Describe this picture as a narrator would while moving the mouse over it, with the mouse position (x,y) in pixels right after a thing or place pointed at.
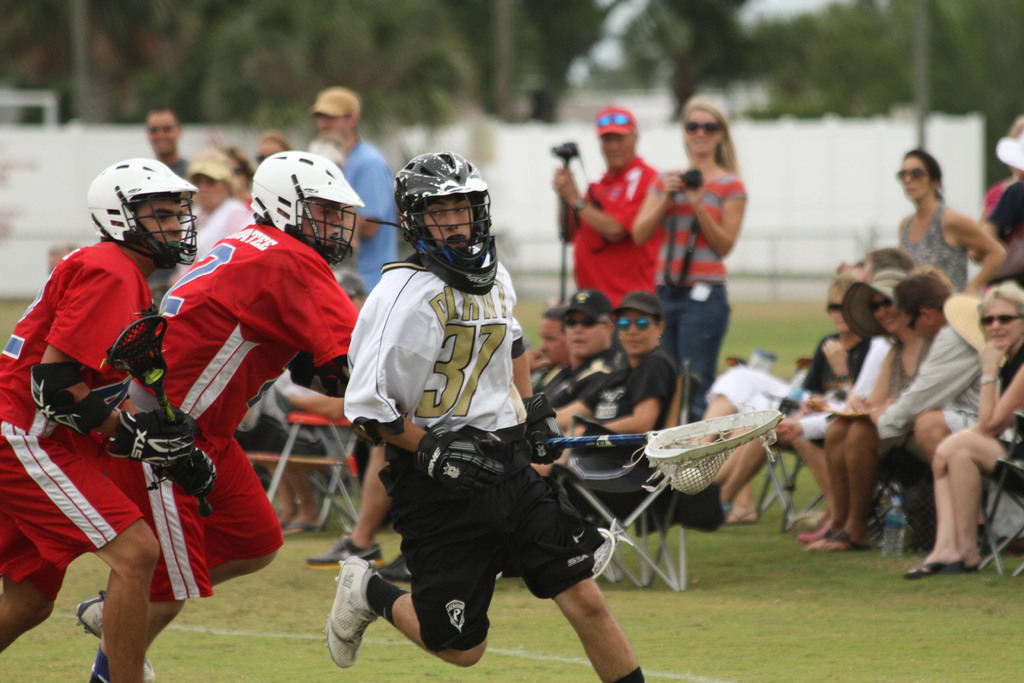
In the foreground of this picture (447,426), there are persons (452,390) running on the ground (356,499), playing field lacrosse. In the background (864,469), there are persons (849,384) sitting on the chairs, few of them are holding camera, a white wall like structure (817,155), poles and the trees (732,7).
